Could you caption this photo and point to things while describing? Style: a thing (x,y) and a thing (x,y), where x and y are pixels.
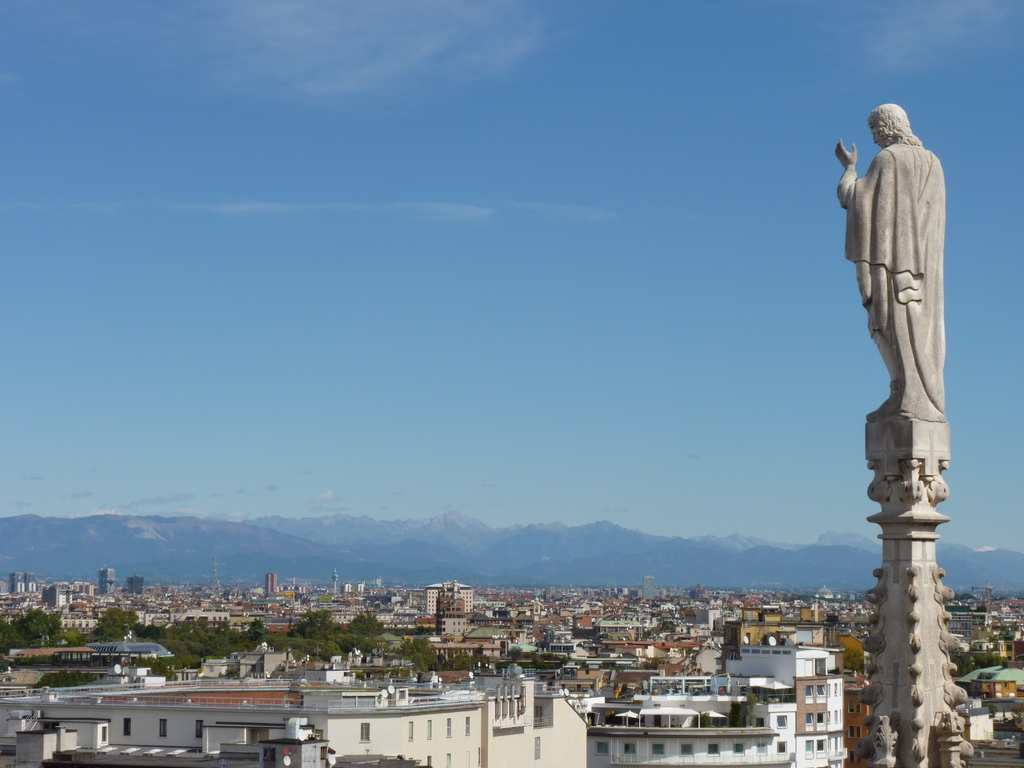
In this image there are buildings (374,672), houses (560,640), trees (264,636), mountains (281,536) and the sky (651,188), on the right side (880,437) there is a statue (898,170).
